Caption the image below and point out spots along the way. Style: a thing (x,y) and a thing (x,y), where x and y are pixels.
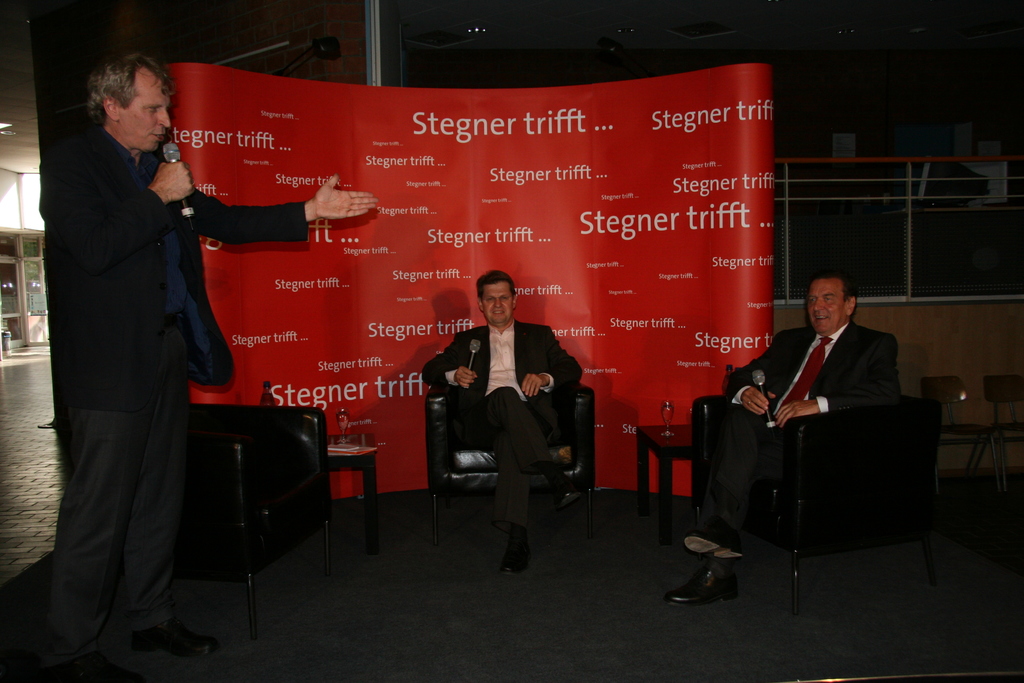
In this image we can see a man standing on the floor (419,533) holding a mic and two men (742,411) sitting on the chairs (780,503) beside him holding the mikes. We can also see two tables (377,530) containing a glass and bottle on them and a board (336,266) with some text (468,267). On the right side (878,297) we can see a fence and some chairs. On the backside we can see the windows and some ceiling lights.
